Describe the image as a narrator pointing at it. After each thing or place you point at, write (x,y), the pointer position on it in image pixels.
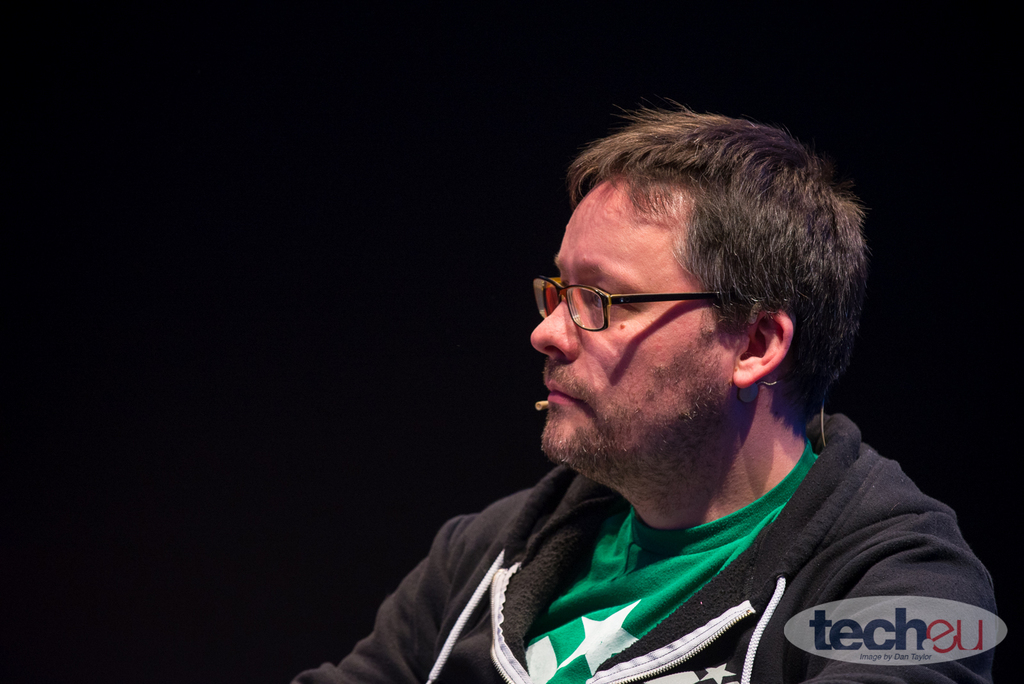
On the bottom right (963,635), there is a watermark (867,622). On the right side (756,489), there is a person (752,511) wearing a spectacle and watching something. And the background (930,23) is dark in color.
